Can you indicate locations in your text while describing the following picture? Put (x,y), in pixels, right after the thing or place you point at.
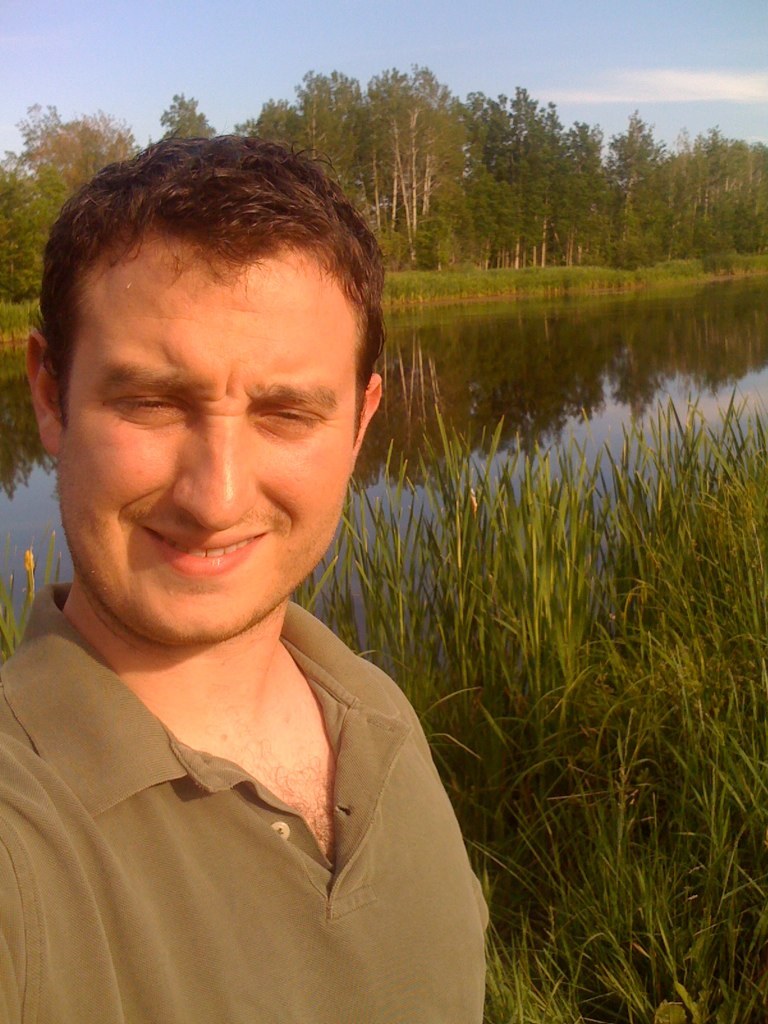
In the image a man (90,524) is standing and smiling. Behind him there is grass (463,284) and water (517,302) and trees (451,90). At the top of the image (239,60) there are some clouds (717,80) and sky (36,18).
